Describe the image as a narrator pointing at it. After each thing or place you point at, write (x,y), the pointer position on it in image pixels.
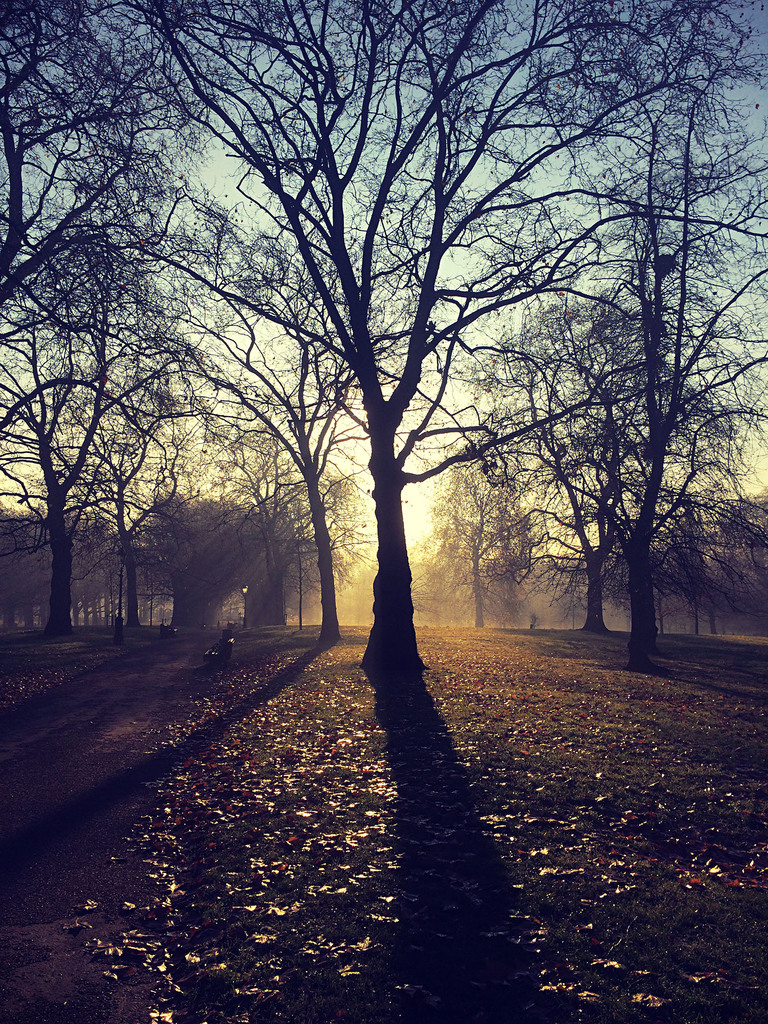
In this image I can see trees (47,469) and the sky (471,181) and sun light (371,532).
